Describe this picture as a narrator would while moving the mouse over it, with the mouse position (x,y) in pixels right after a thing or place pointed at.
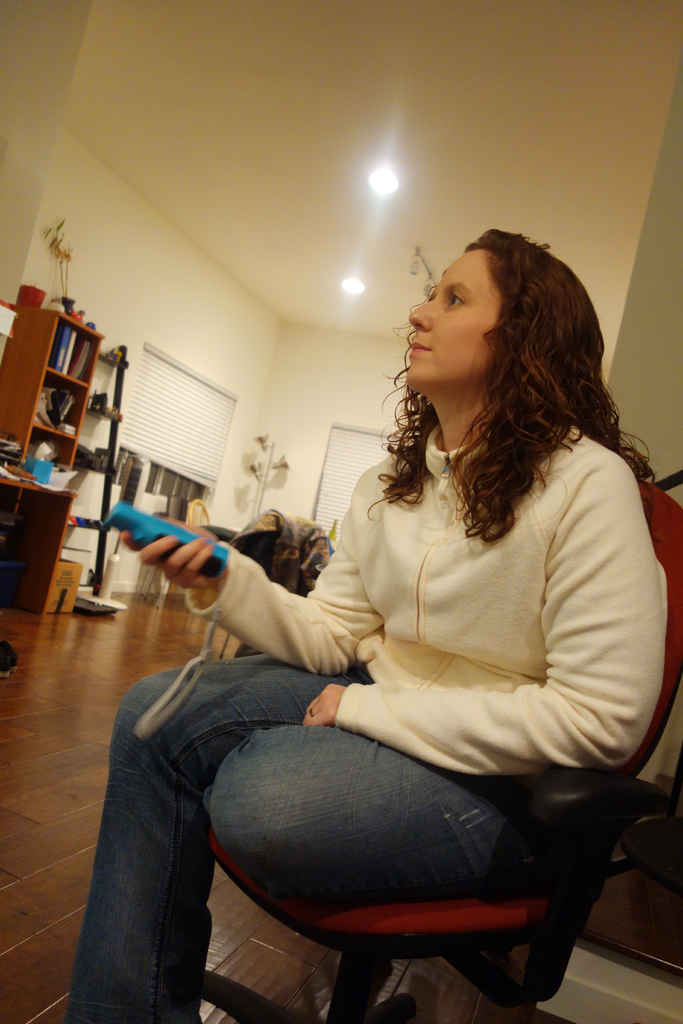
The picture is from a room (388,982). In the foreground (624,451) there is a woman (593,524) in cream jacket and jeans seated in a chair (676,569). On the left (0,383) there is cupboard (66,386) and a desk (53,490), there are books (79,358) in cupboard (52,433) and on desk (7,480). In center of the background (169,402) there is a window (157,390). On the right (613,913) there is staircase (648,917). In the middle of the picture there are lights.
